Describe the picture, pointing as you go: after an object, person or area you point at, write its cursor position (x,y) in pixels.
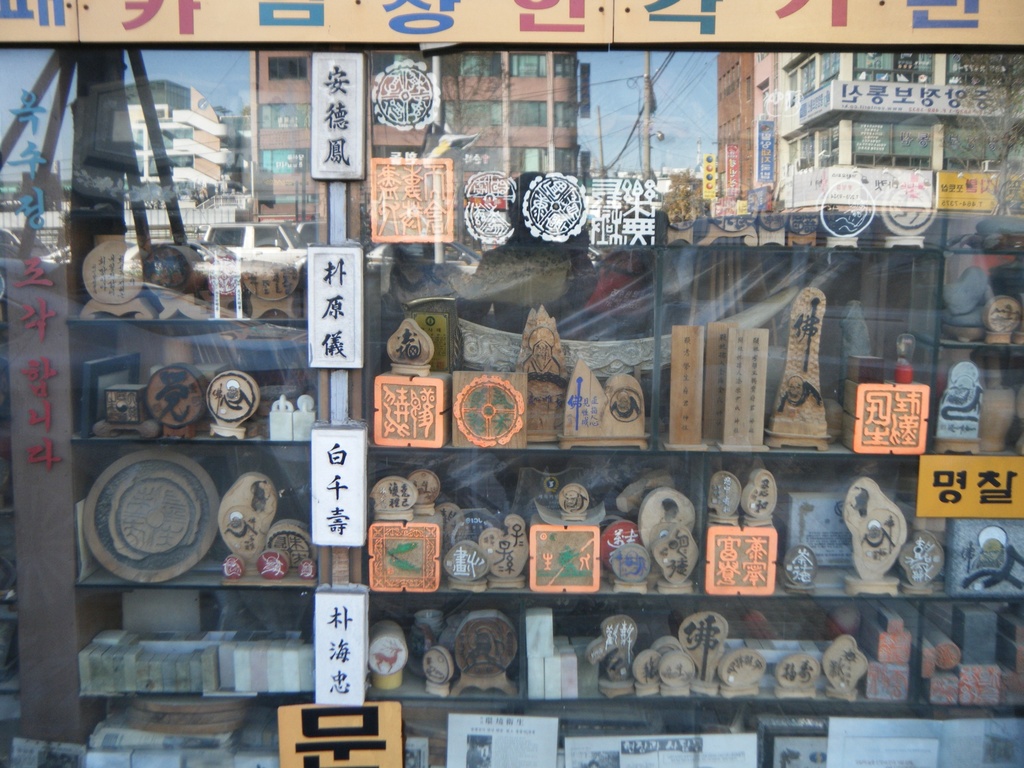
This picture is taken from the outside of the glass window (672,132). In this image, on the left side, we can see a pole (350,432). In the glass window (383,336), we can see a shelf (246,430) with some objects (551,327), in the glass window (572,86), we can also see some buildings (555,133), electric pole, electric wires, cars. At the top (202,73), we can see a sky (214,69).
